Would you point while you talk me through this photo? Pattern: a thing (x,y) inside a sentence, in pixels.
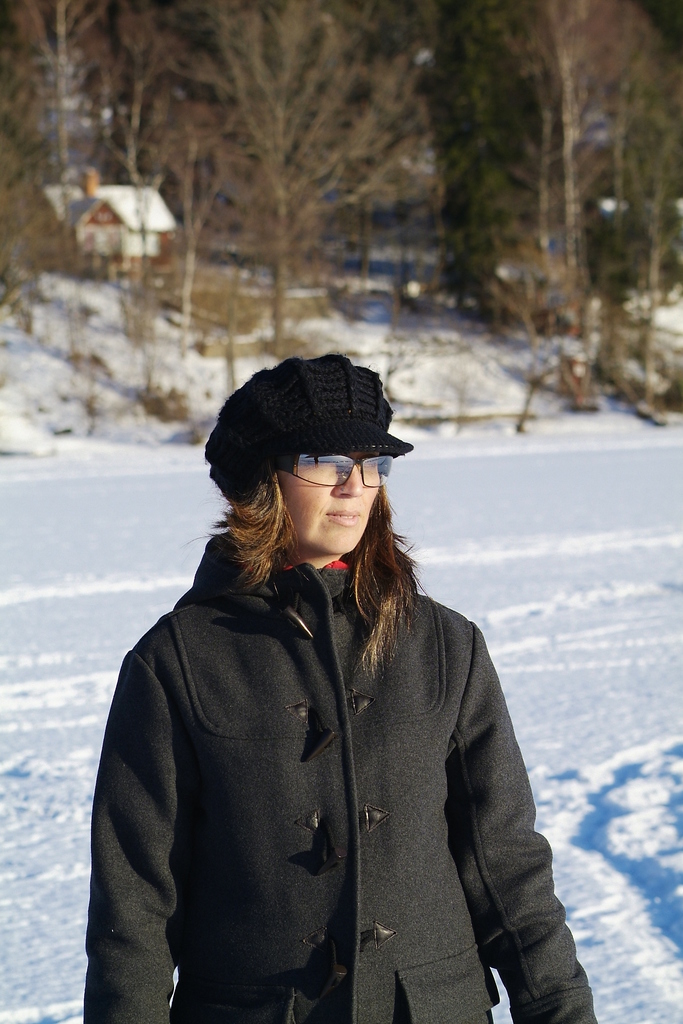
In this image I can see a person (493,893) standing wearing black color dress (422,794). Background (573,506) I can see the snow (547,538) in white color, few dried trees (162,138) and few trees (446,140) in green color, and I can see a house (156,199) in white color.
